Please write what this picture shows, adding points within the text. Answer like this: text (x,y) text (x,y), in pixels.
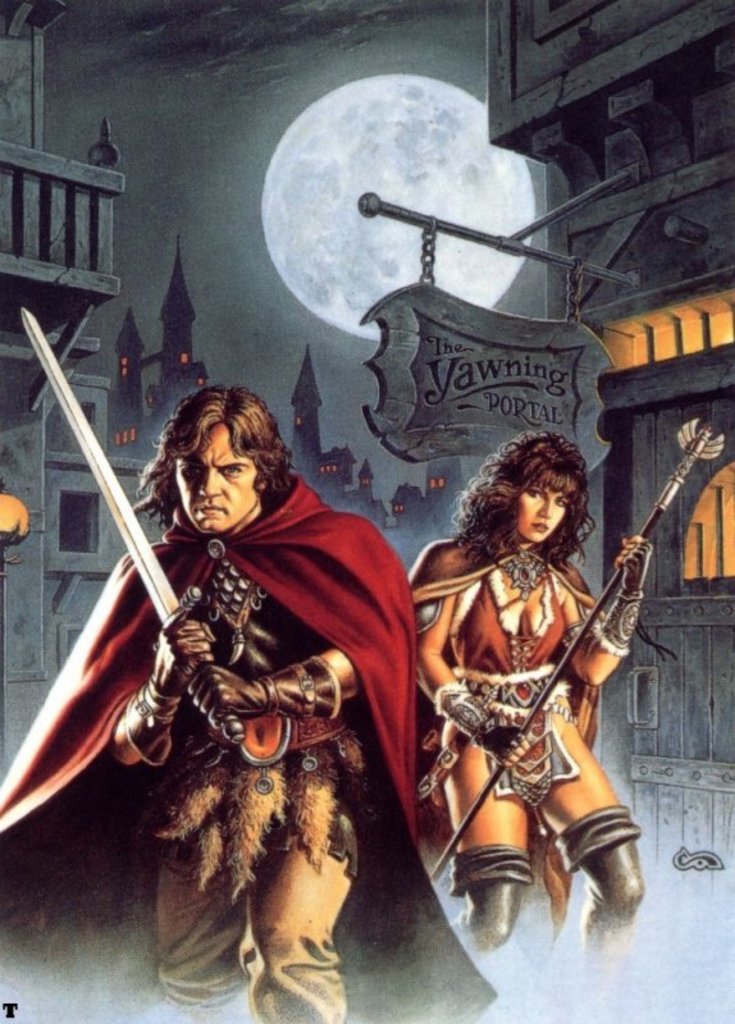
This is a cartoon image, in this image there is a man (353,809) and a woman (497,580) wearing costumes (382,780) and holding weapons (157,585) in their hands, in the background (74,298) there are buildings (614,200), on one building (622,420) there is a board (501,426) on that board (456,360) there is some text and there is a moon (401,200).
